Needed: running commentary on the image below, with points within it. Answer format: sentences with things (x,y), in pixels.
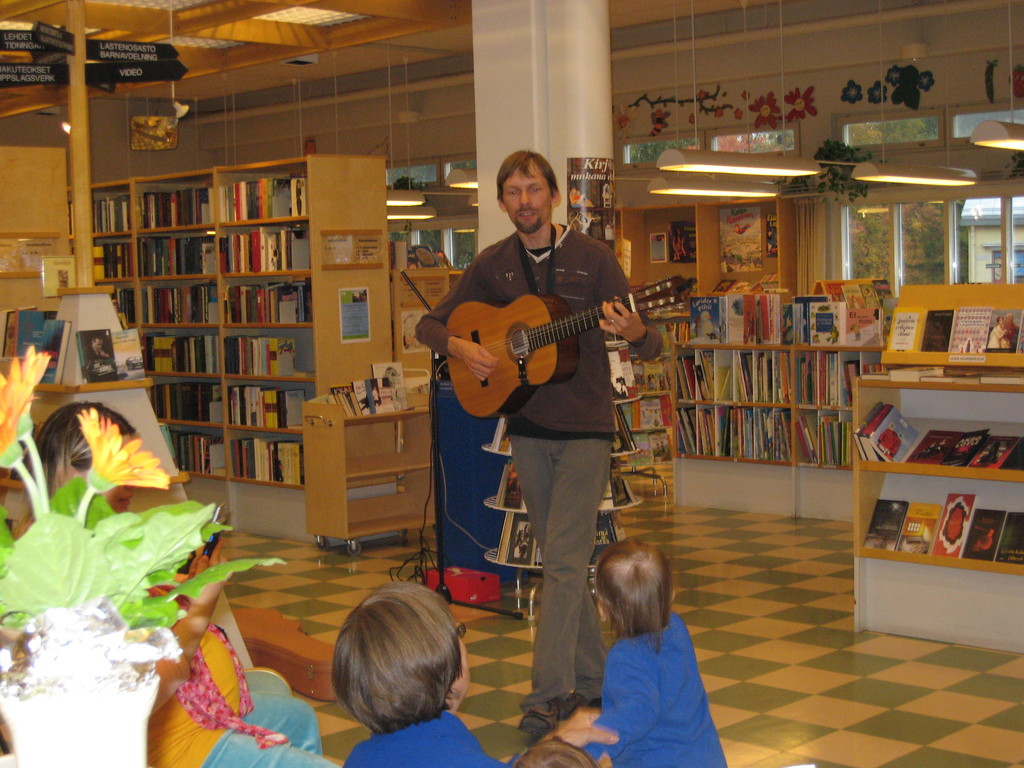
This picture is taken in a room (790,515). In the room (779,571) there are shelves (360,283) filled with the books (530,554). In the center (513,432) there is a man (575,391) playing a guitar (530,361). At the bottom (404,689) there are two kids (429,736), wearing blue t-shirts (643,684). Beside them there is a woman (226,657) wearing a yellow top (184,743) and blue jeans (300,720). At the bottom left (42,657), there is a flower pot (111,605).
